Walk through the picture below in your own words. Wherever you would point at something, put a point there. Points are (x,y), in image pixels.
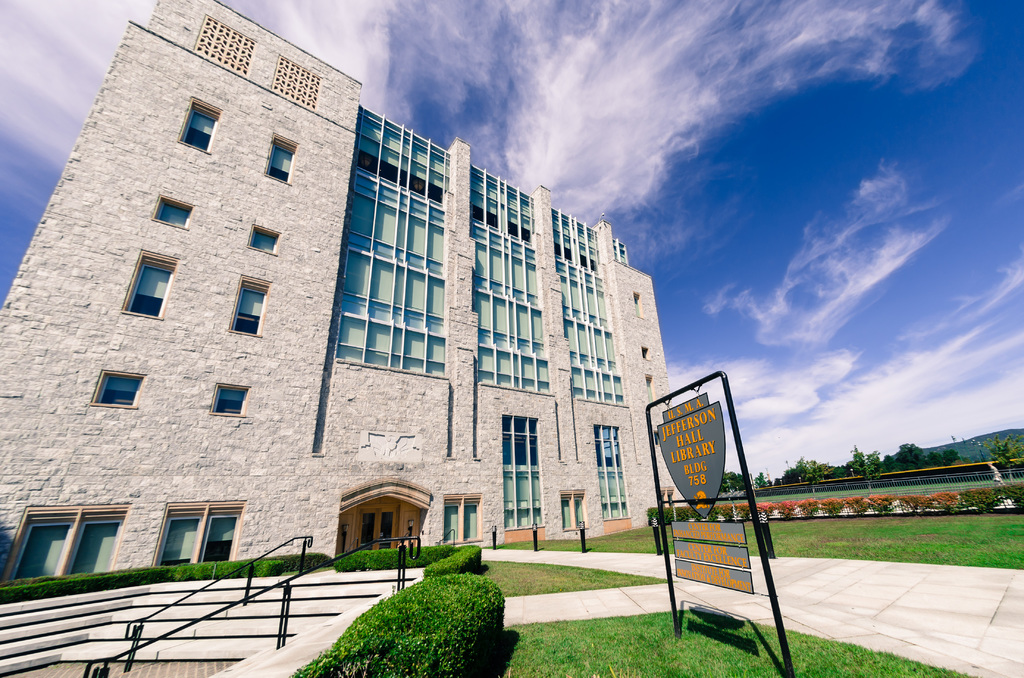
In this image I can see a building (451,395), the grass (631,652), plants (417,628), steps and a board (709,468) which has something written on it. In the background (867,407) I can see trees (931,458) and the sky (820,237).
